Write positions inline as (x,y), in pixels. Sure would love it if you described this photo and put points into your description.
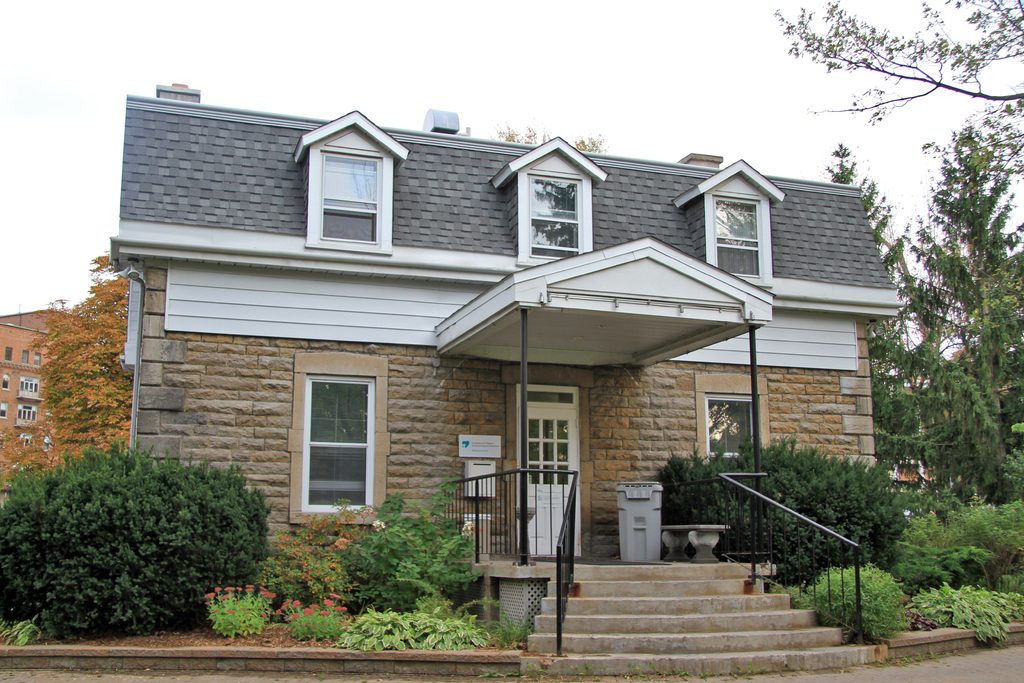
In this image we can see houses (488,331), windows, door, there is a dustbin (660,522), bench (679,540), staircase (676,585), and handrails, there are plants (777,487), flowers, trees (849,177), also we can see the sky (508,13).
